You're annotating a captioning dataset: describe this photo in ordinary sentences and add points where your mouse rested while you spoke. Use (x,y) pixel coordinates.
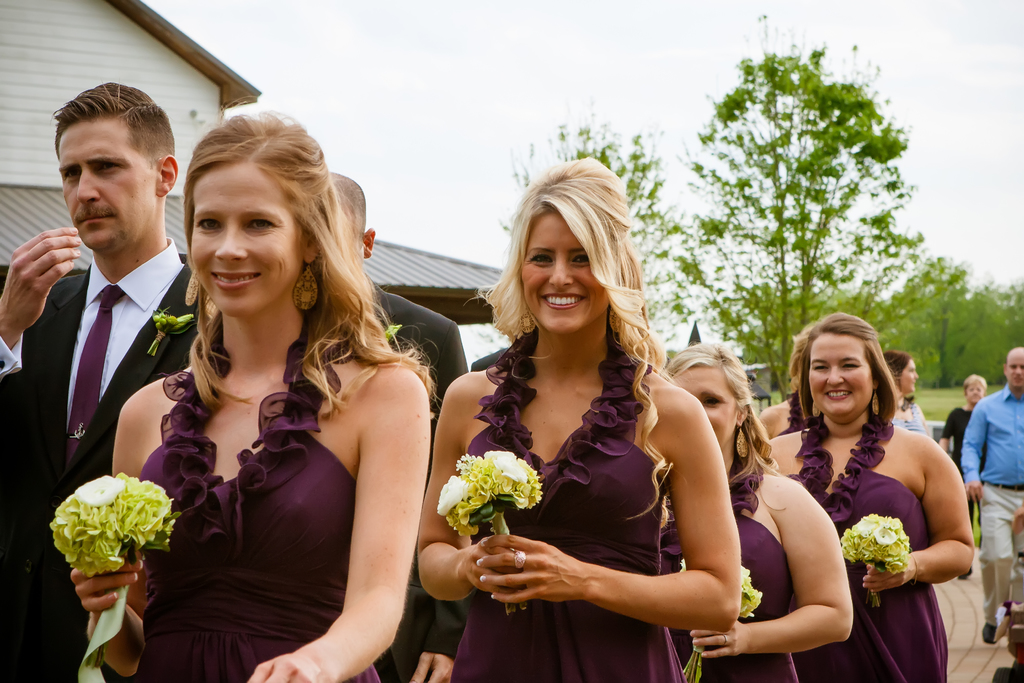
In this image we can see the woman (328,490) holding the flowers (136,536) and smiling. We can also see the men (99,229). In the background (770,181) we can see the trees (881,323), people (966,391), house (91,3) and also the sky (957,122). We can also see the path (971,655).
